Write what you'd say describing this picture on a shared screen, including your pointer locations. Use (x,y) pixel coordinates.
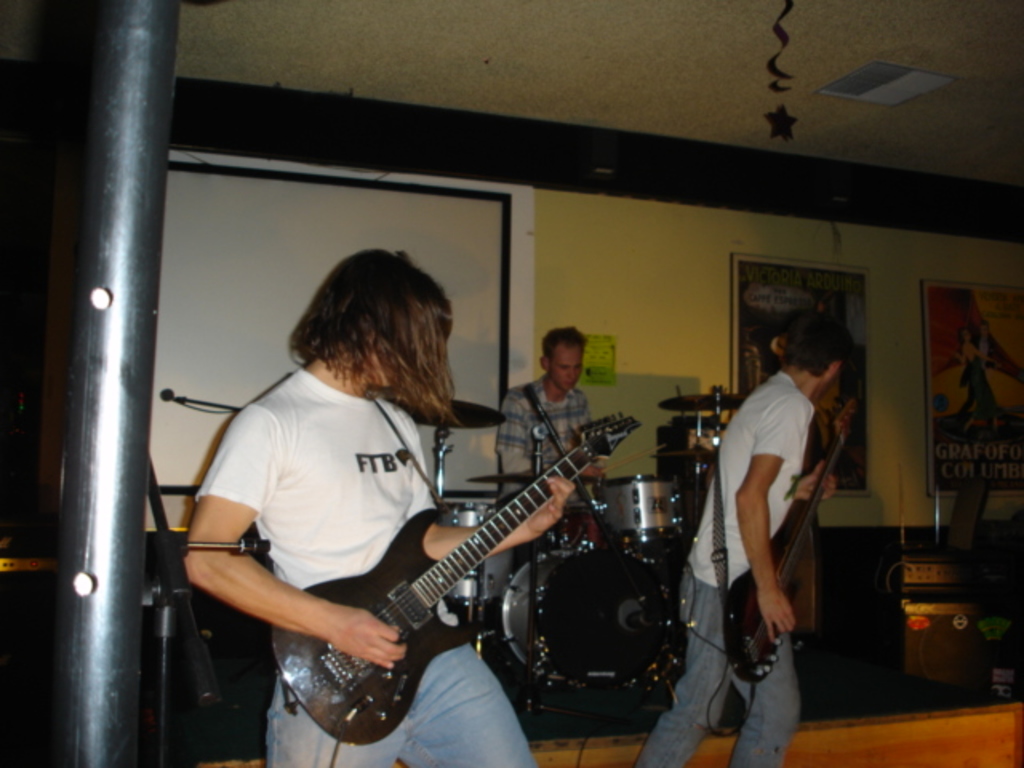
In the image we can see there are people (307,620) who are standing and holding guitar (317,591) in their hand (347,626) and at the back (571,366) there is a man (571,366) who is sitting and playing a drum set (609,626).
